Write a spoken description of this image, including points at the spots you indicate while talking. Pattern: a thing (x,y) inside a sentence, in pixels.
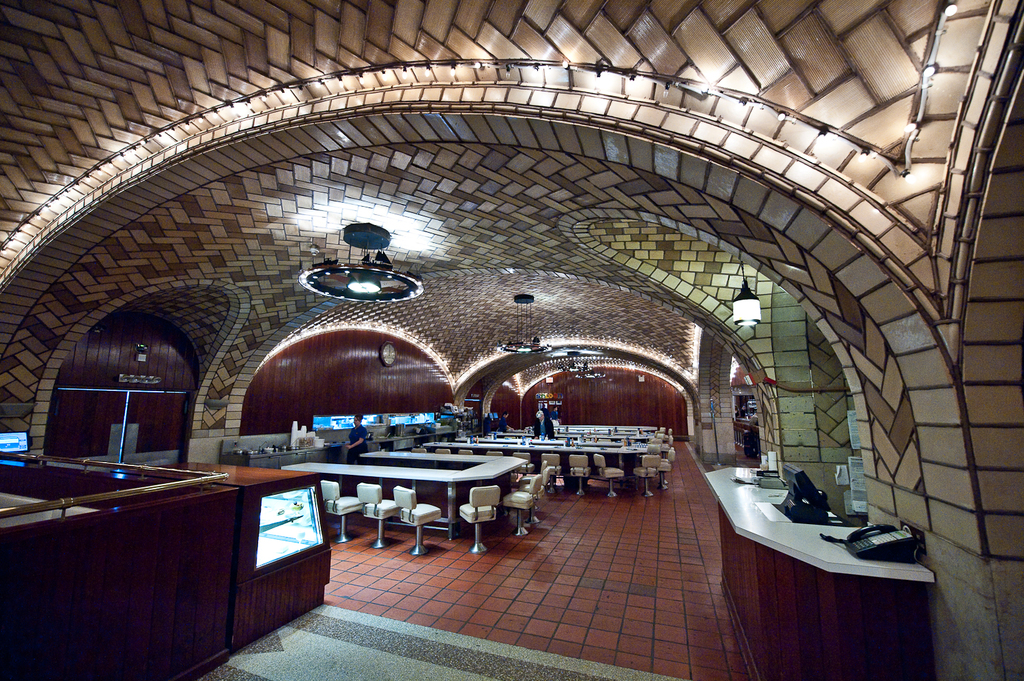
In this image I can see the inside view of the building (515,591). Inside the building (529,587) I can see tables (504,479), chairs (400,513) and few people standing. To the right (889,549) I can see the telephone (868,549) and the system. To the left (194,579) I can see the screen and table (19,471). In the background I can see the watch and few boards (536,395) to the wall (242,423).
